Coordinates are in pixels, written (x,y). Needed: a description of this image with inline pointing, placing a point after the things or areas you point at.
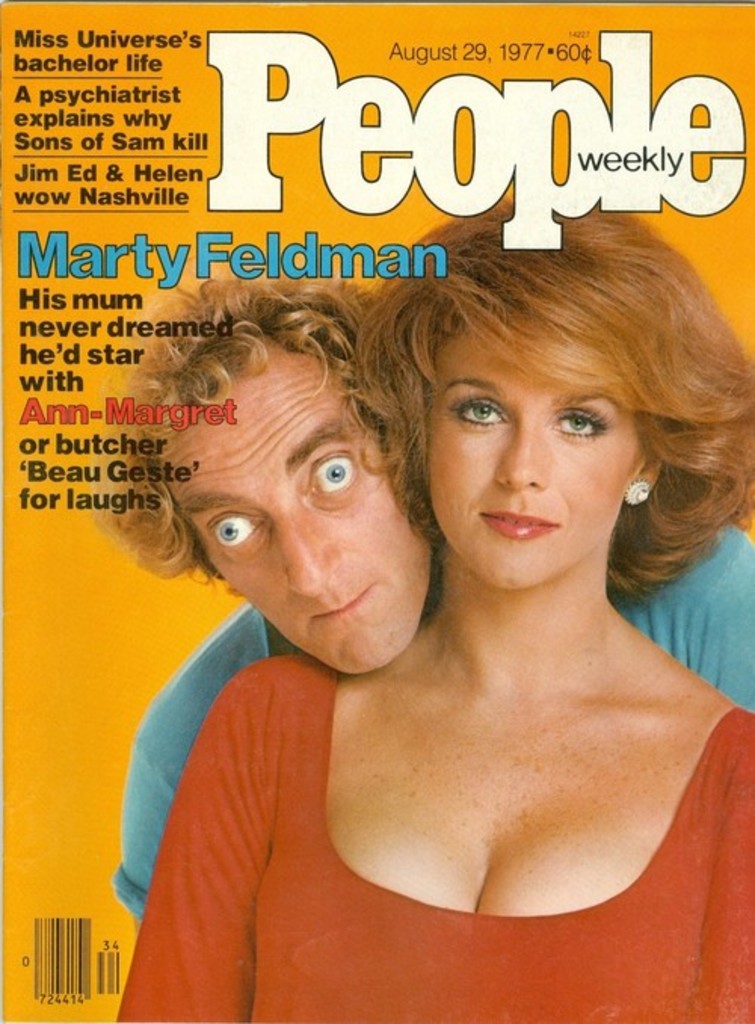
In this image we can see the pictures (329,743) of a man (420,519) and a woman (613,369). We can also see some text (456,106) on this image.
